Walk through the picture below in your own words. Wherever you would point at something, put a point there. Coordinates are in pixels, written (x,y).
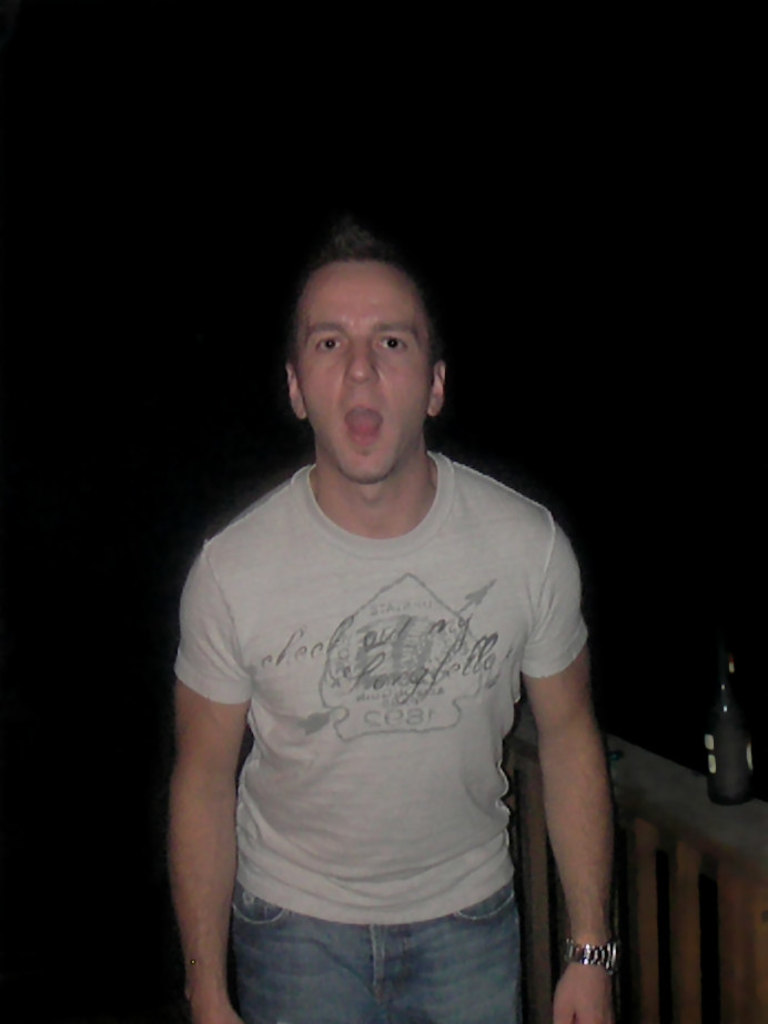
In front of the picture, we see a man (408,733) in white T-shirt (352,771) and blue jeans (295,941) is standing. He is opening his mouth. He is wearing a watch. In the right bottom of the picture (760,871), we see a wooden railing (694,964) and a glass bottle (725,673) is placed on the railing (664,795). In the background (253,322), it is black in color and this picture might be clicked in the dark.
